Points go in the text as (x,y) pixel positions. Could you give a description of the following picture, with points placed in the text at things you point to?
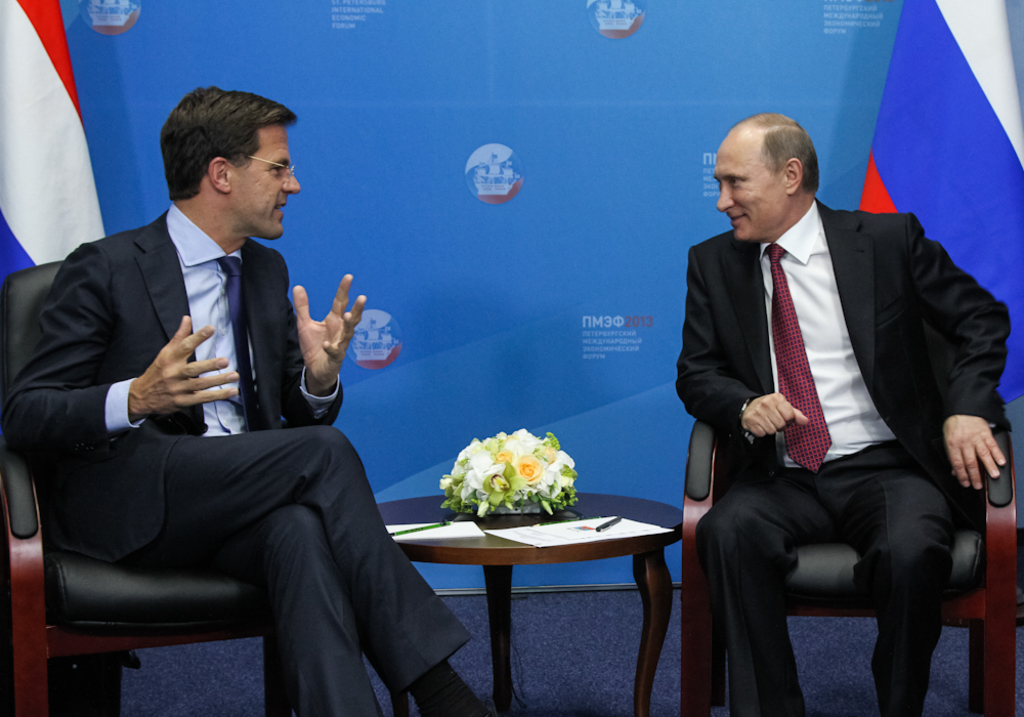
In this there are two men (154,403) sitting on chairs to the left (268,463) and right. A man (226,427) towards the left (204,418), he is wearing a blazer (300,385), trousers (347,491) and shoes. Towards the right (809,296), he is wearing a blazer (865,264) and trousers (879,518). Between them there is a table (646,595) and a flower vase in it. In the background (432,250) there is a board (524,56) and some pictures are printed on it. In the left side (54,152) and right side (930,117) there are flags (974,133).
